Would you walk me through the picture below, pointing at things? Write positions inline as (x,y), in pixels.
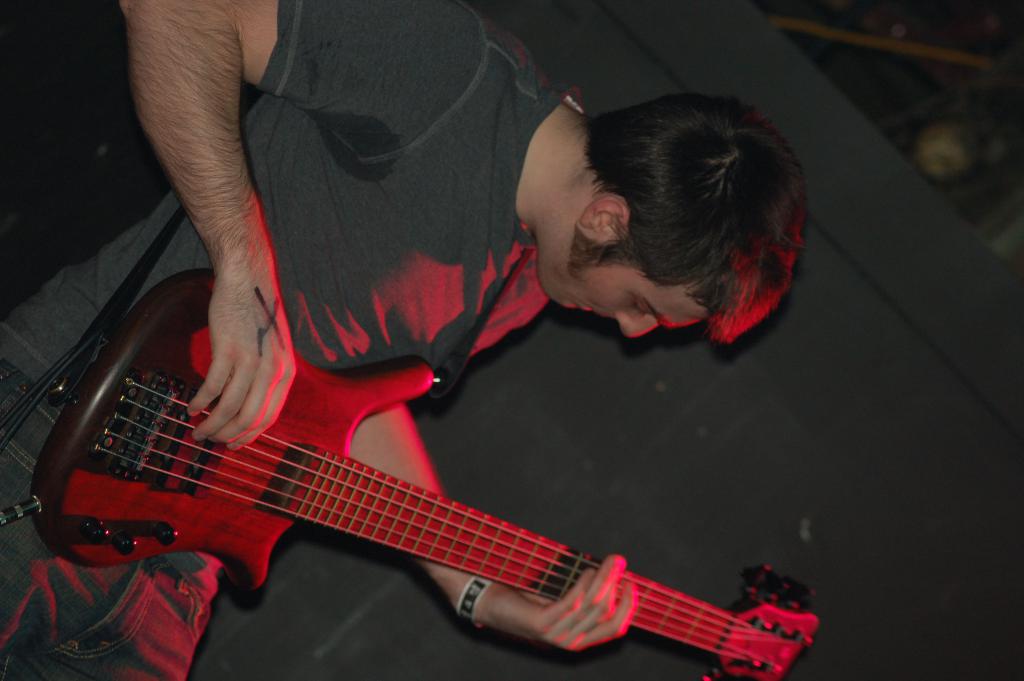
In this image we can see a person (561,225) playing a guitar (776,626), and there is a wall (793,383).
